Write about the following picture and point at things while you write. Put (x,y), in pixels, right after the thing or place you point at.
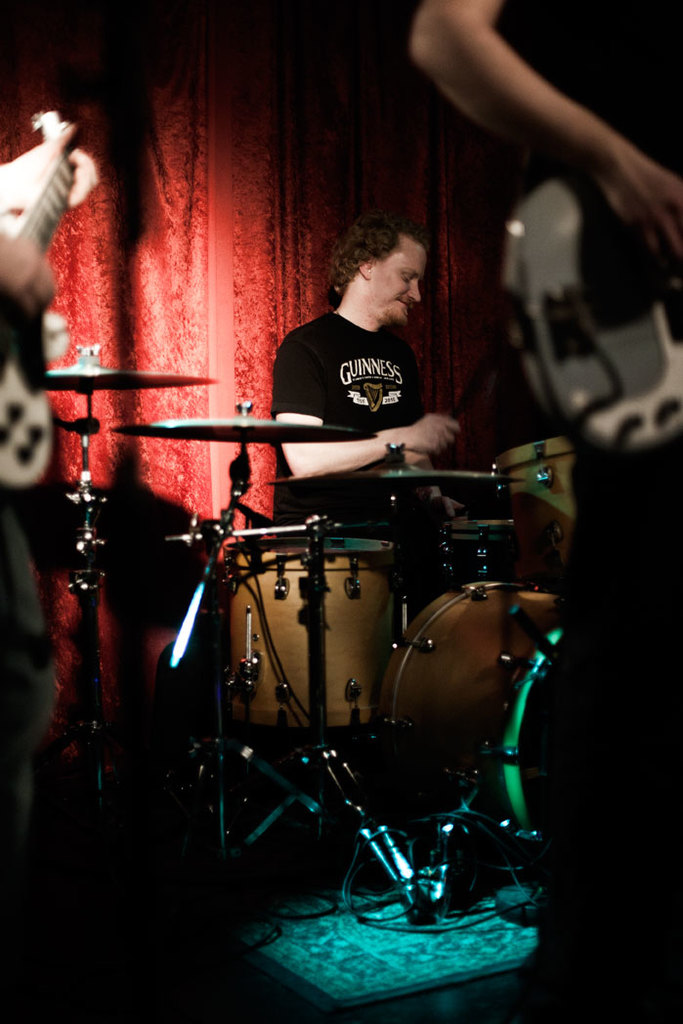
In the center of the image (426,433) we can see a person (354,426) sitting in front of musical instruments (375,694) placed on the ground (291,899). In the foreground (578,603) we can see two persons (610,458) holding guitars (13,420) in their hands (628,180).
